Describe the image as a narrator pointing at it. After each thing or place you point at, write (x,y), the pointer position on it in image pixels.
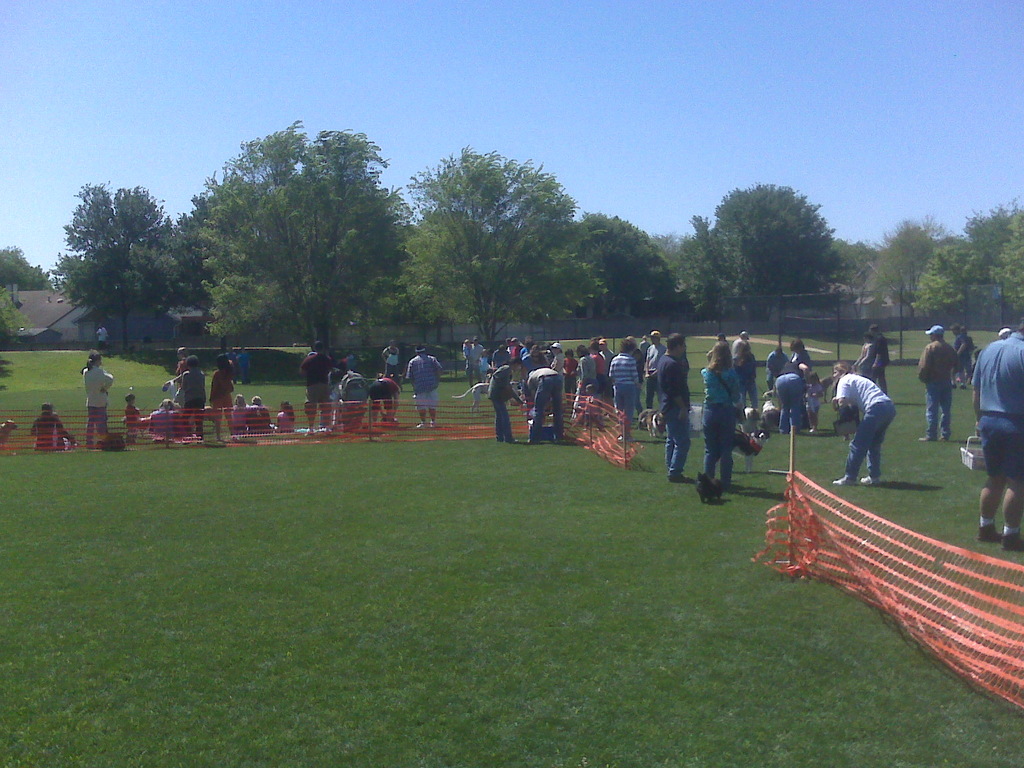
In this image we can see many persons (735,401) standing on the grass (372,477). In the background (971,306) we can see net (829,301), trees (425,243), building (151,322) and sky (537,104).
